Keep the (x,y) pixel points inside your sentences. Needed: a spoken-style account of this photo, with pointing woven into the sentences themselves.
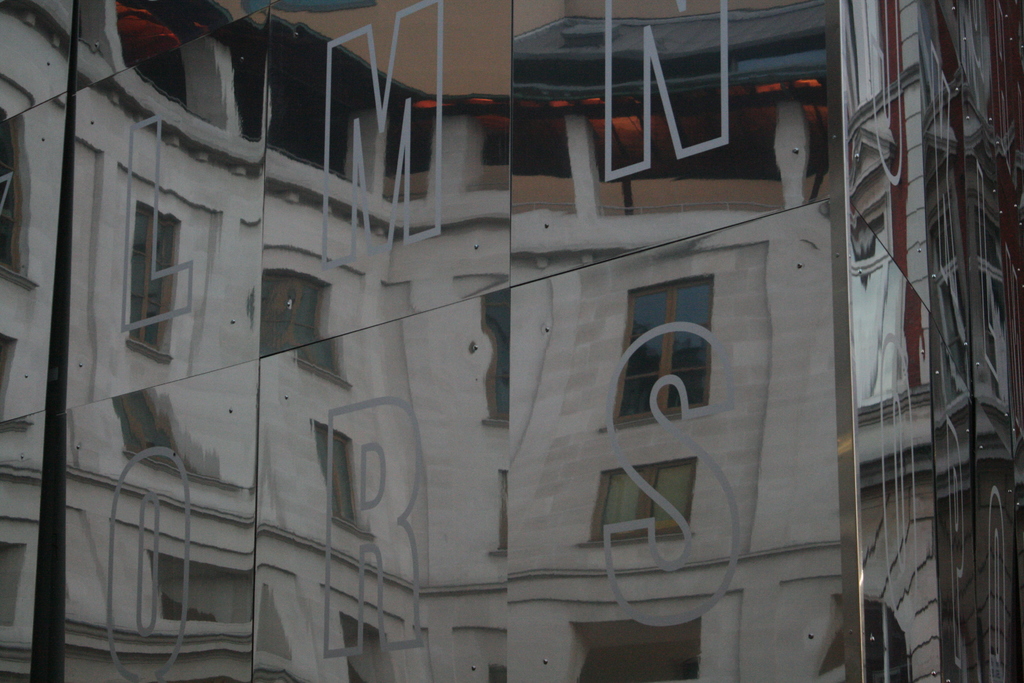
In this image we can see the letters (610,134) on the glass wall (518,482) and through the glass wall (324,226) we can see the building (649,348) with the windows (668,479).
